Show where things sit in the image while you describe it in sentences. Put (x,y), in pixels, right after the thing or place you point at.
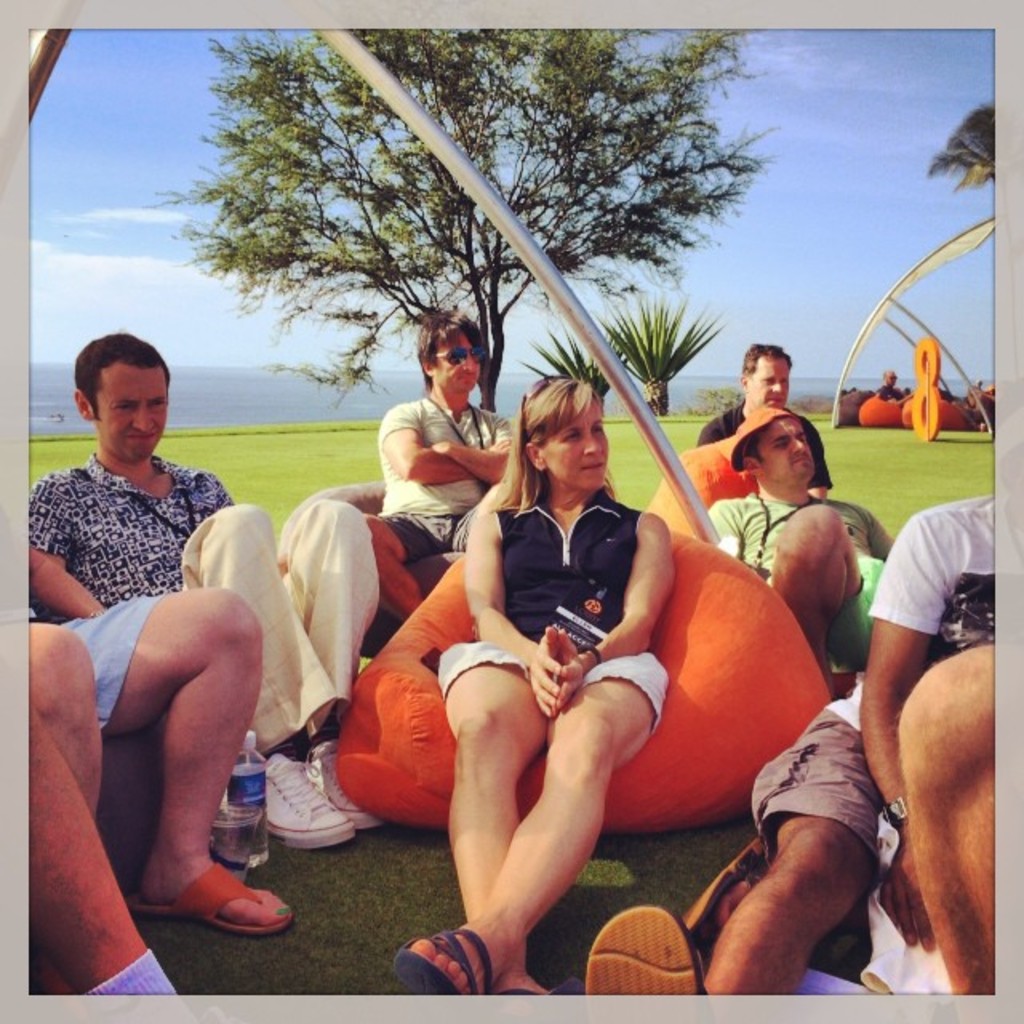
In the foreground of this image (529,572), there are persons (594,752) sitting on the bean bags (740,699) and we can also see a bottle (249,787) on the grass (373,877). They are sitting under the shelter (460,173) like an object (54,52). In the background (596,105), there is a man (901,390) sitting under the shelter (932,260) like an object (908,275), few trees (984,167), water (242,376), sky (158,274) and the cloud (138,280).
